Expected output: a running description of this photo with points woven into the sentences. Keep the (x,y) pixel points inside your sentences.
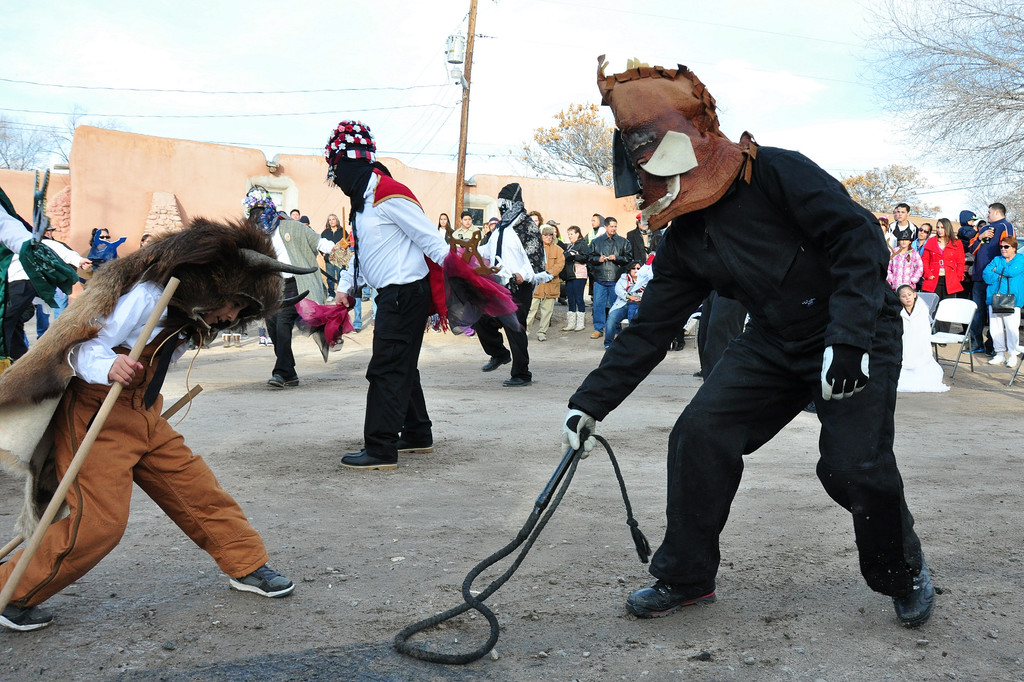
In this image, we can see a crowd (466,220) in front of the wall (159,209). There is a pole (460,209) at the top of the image (460,216) contains wires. There are some persons (776,230) wearing fancy dresses (146,447). The person (232,293) who is on the left side of the image (141,325) holding a stick (152,317) with his hand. In the background of the image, there are trees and sky (855,96).
